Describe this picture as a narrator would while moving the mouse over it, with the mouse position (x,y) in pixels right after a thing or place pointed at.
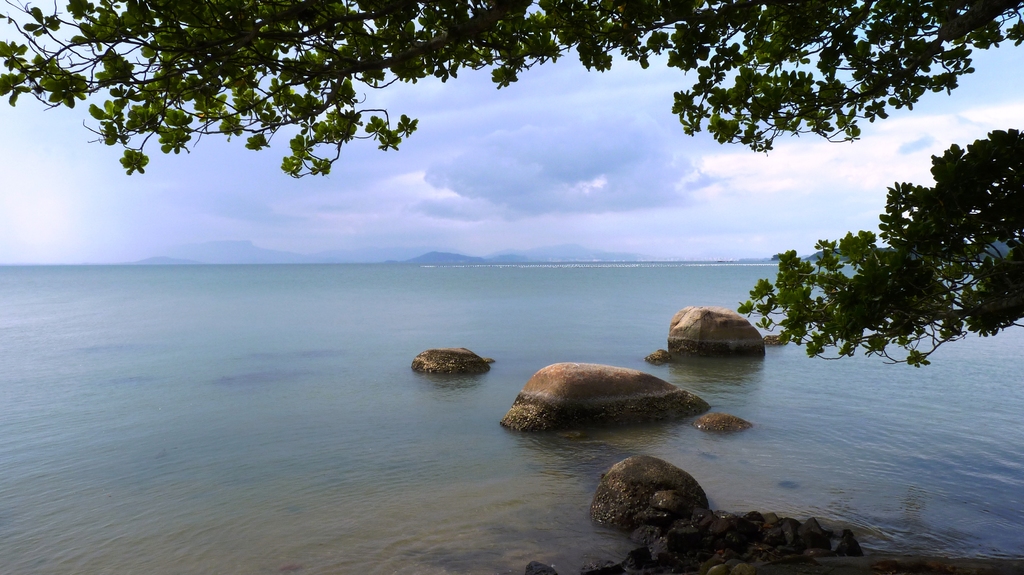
In this image I can see water (452,445). There are rocks (751,515), stones (632,515), trees (629,43) and in the background (448,204) there is sky (82,136).
